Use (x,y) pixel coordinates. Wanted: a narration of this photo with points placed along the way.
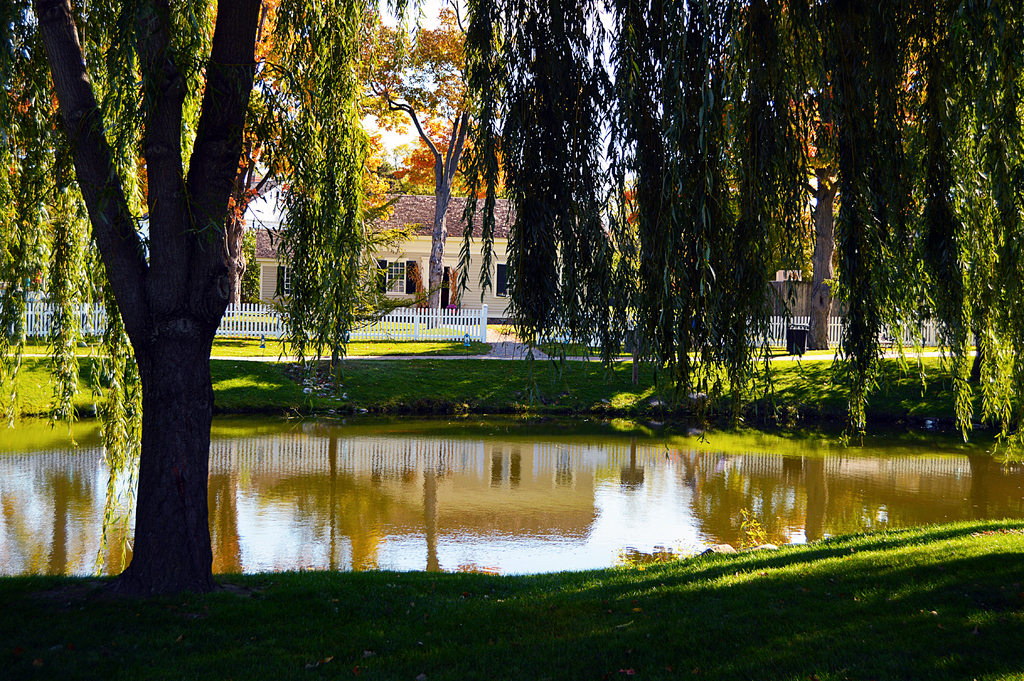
In this picture we can see the grass (845,563), water (520,497), fence (622,332), building (422,230), trees (515,243), some objects (794,335) and in the background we can see the sky (372,113).
